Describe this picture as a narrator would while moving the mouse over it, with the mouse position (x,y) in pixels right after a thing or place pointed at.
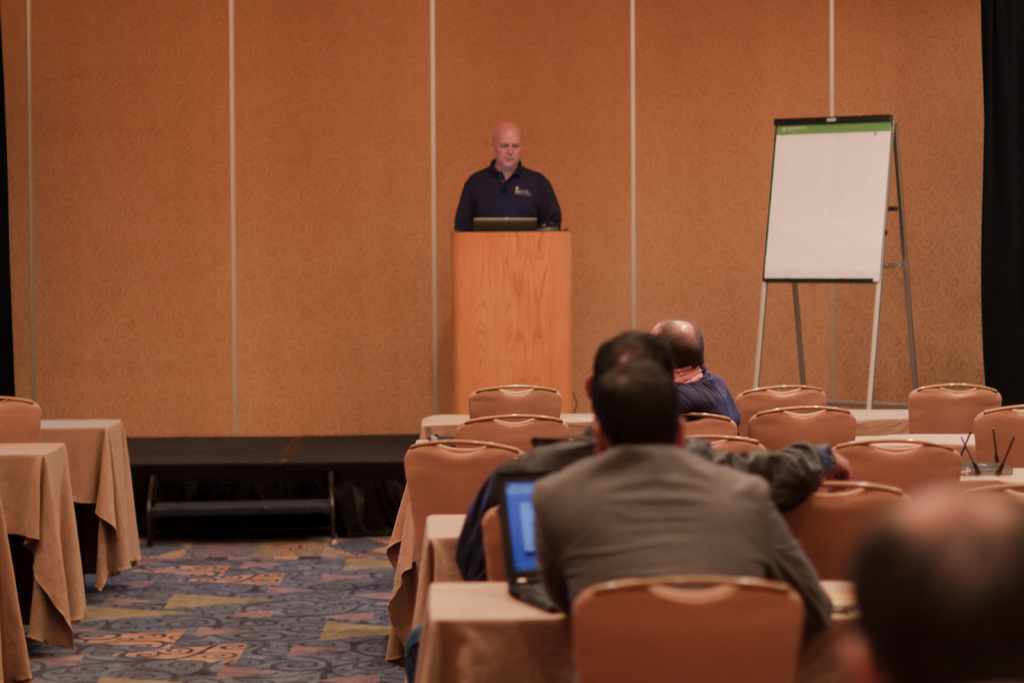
Here we can see a man (521,213) standing in front of a podium (513,316). We can see a whiteboard (847,219) with stand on the platform (323,447). This is a floor (242,593). We can see persons (682,547) sitting on chairs (605,603) in front of a table (452,589) and on the table (507,599) we can see a laptop (523,536).
